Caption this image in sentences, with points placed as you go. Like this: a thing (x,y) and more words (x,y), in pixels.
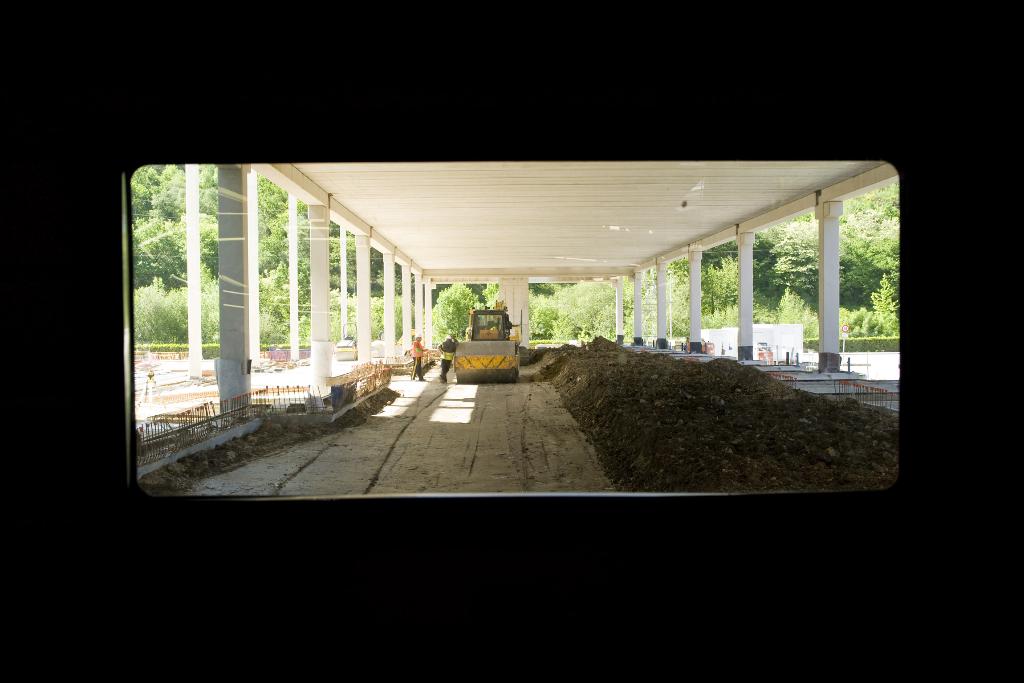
In this image in the center (486,374) there is one vehicle (480,355) and on the right side (745,312) and left side (268,325) there are some pillars (228,316) and trees (272,291), in the foreground (768,422) there is some sand (763,419) and a walkway (477,461). And also there are some people (412,356) who are standing.
